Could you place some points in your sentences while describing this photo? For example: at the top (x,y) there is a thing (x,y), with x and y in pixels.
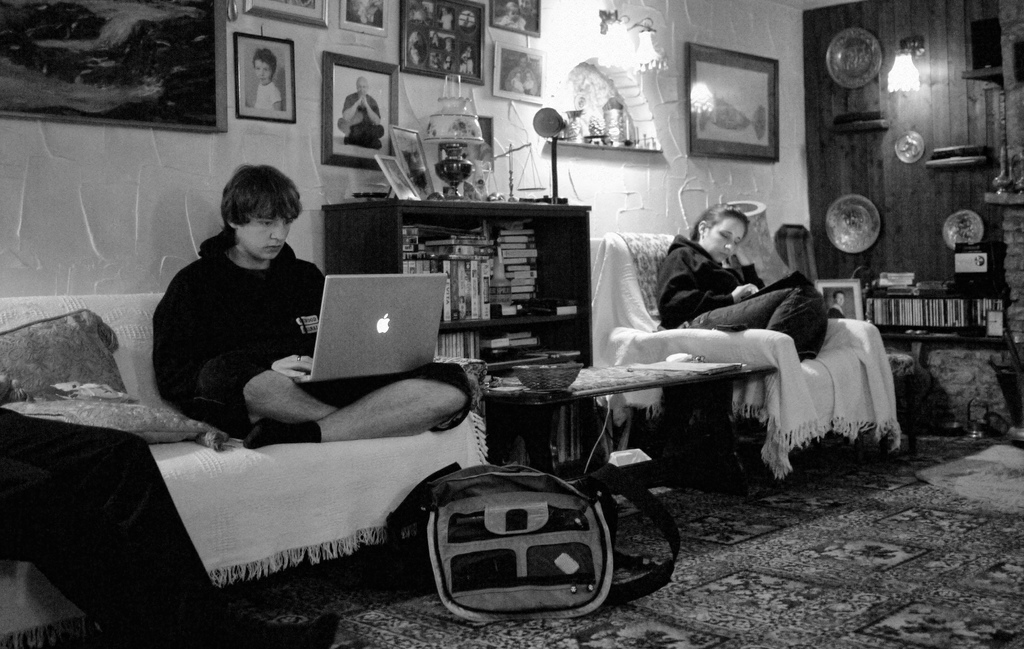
In this image I can see two persons (234,303) sitting. In front (234,317) the person (220,309) is working on the laptop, background (468,306) I can see few books (516,264) on the racks (473,322), few frames (5,26) attached to the wall (249,132) and the image is in black and white.
